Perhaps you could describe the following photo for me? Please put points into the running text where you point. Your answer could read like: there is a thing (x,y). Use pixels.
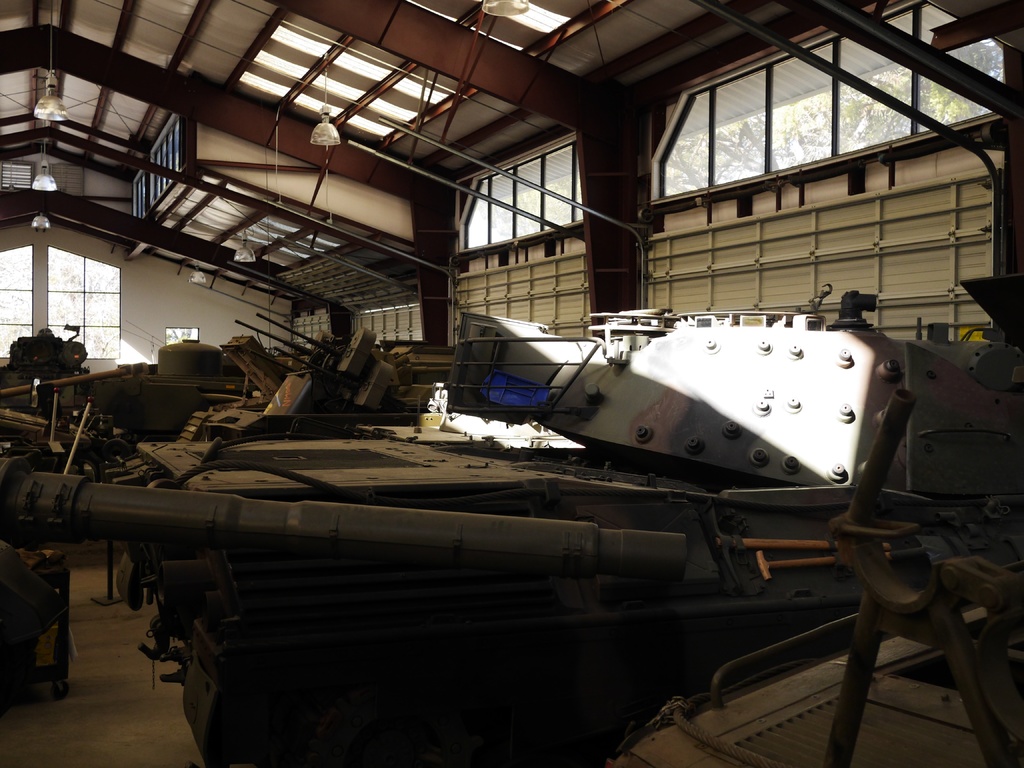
In this image we can see many iron materials (342,451). There are rods (860,80). There are glass windows (99,295). On the ceiling (127,140) there are lights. Through the glass windows (802,111) we can see branches (701,139) of trees (752,128).
